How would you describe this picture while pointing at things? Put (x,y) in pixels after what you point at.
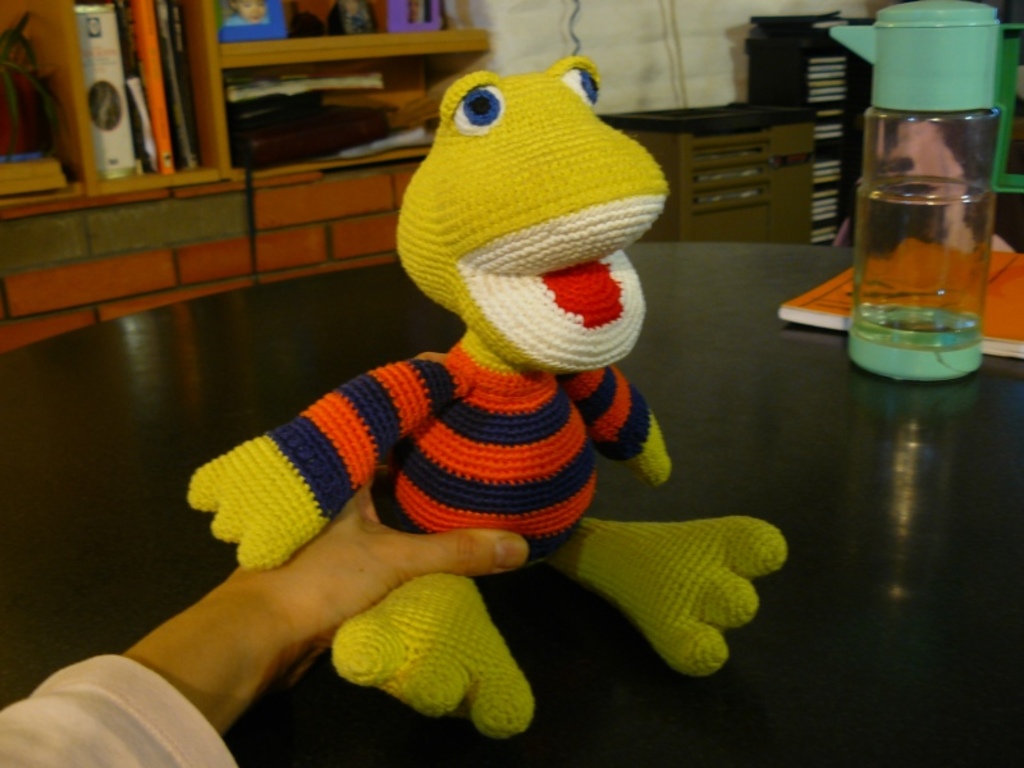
In the image we can see on table (999,683) there is a yellow colour frog (376,682) and wearing a shirt (586,471) and it's a toy (563,521) which is holded by a person (370,575). On table (925,390) there is a flask (957,275) which is in green colour and a book (809,302). Behind there is a wall (139,223) which is made up of red bricks (54,299) and in shelf (214,102) there are books (285,114) and other house related items (292,107).
